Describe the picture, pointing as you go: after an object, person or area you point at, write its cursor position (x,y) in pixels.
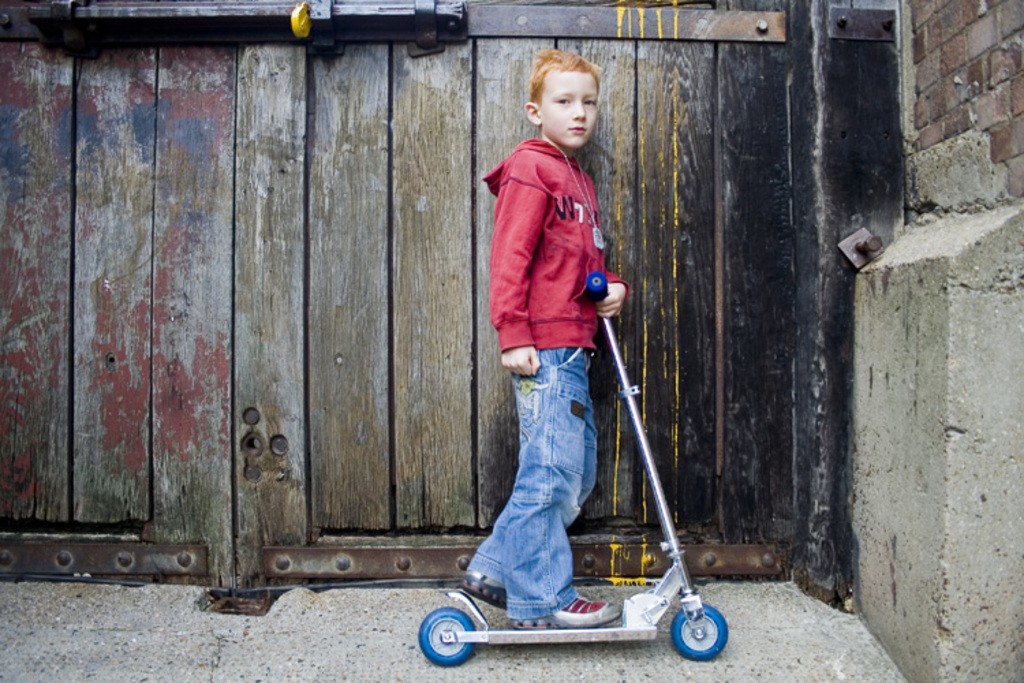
This picture is taken from outside of the door (505,91). In this image, in the middle (567,393), we can see a boy (563,113) standing on the vehicle (635,425). On the right side (976,358), we can see a wall (966,652). In the background (340,189), we can see a wood door (648,213).
